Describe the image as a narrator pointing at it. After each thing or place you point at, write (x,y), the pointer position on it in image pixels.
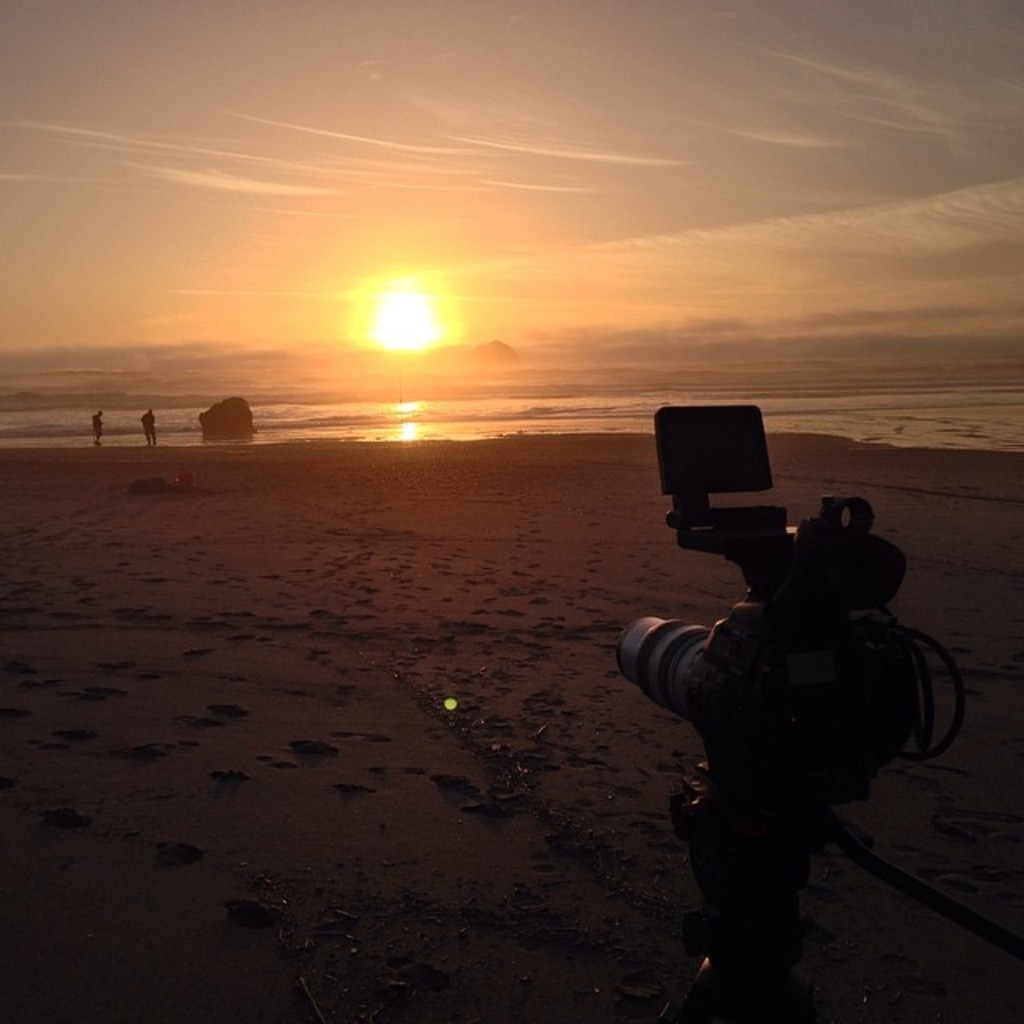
In the image there is a camera (742,727) in the foreground (722,884) and behind the camera (746,655) there is a sand surface (290,466), in the background (204,376) there is a sea (524,420) and there are two people (148,429) standing in front of the sea (160,425).
